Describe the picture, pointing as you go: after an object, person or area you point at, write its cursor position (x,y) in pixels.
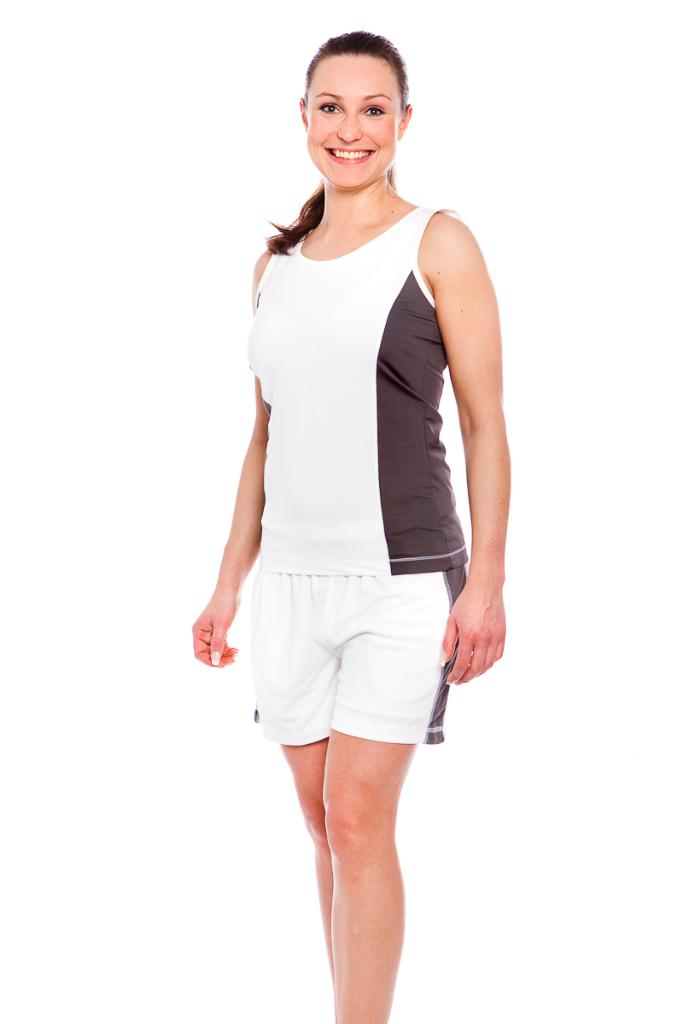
This is the full picture of a lady (366,608) who is in white shorts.
